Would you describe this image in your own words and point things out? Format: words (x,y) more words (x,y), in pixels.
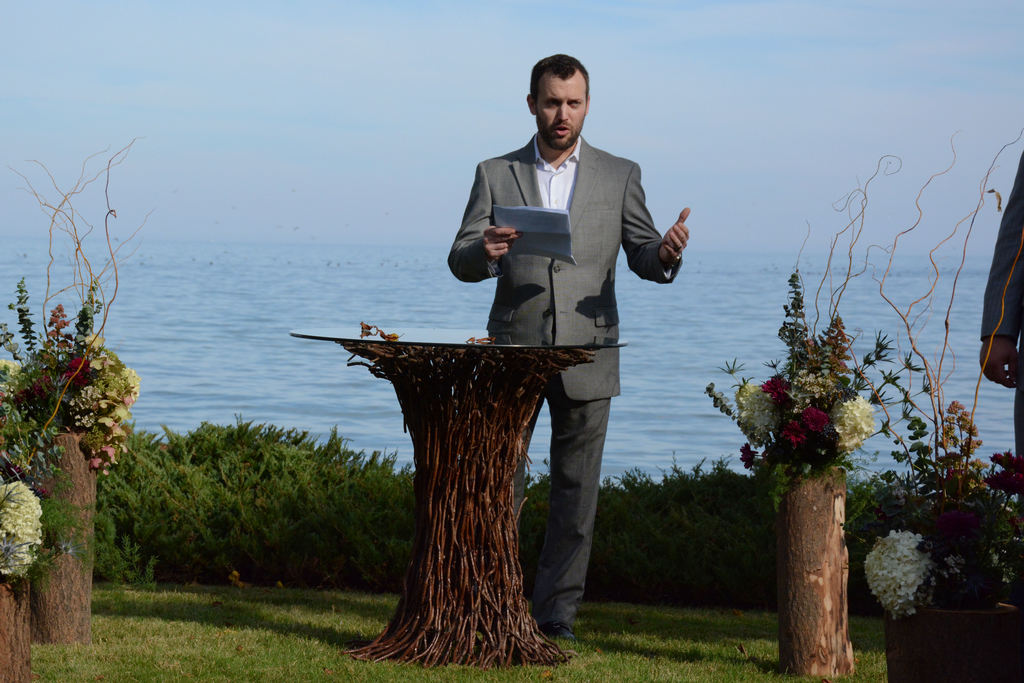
In the center of the image (584,260) we can see a man (551,281) standing and holding a paper (552,232), before him there is a table (442,337) and we can see flower bouquets (808,462) placed in the trunk (832,493). In the background (144,549) there are plants (319,533), water (245,325) and sky (224,236). At the bottom (213,656) there is grass (660,646). On the right (996,285) we can see a person's hand (1001,378).
